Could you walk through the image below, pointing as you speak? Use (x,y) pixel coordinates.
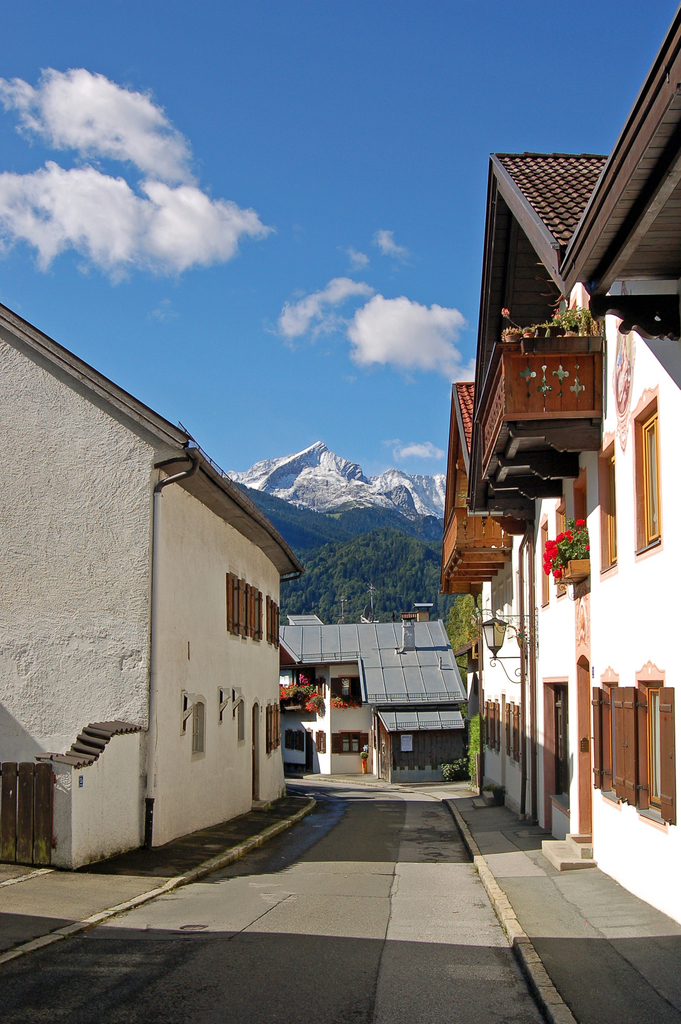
In the image we can see there is a road (415,814) and there are buildings (354,693). There are flowers (549,551) on the plants (573,551) and there are trees (374,544). Behind there are mountains (380,482) and there is a cloudy sky (360,260).
